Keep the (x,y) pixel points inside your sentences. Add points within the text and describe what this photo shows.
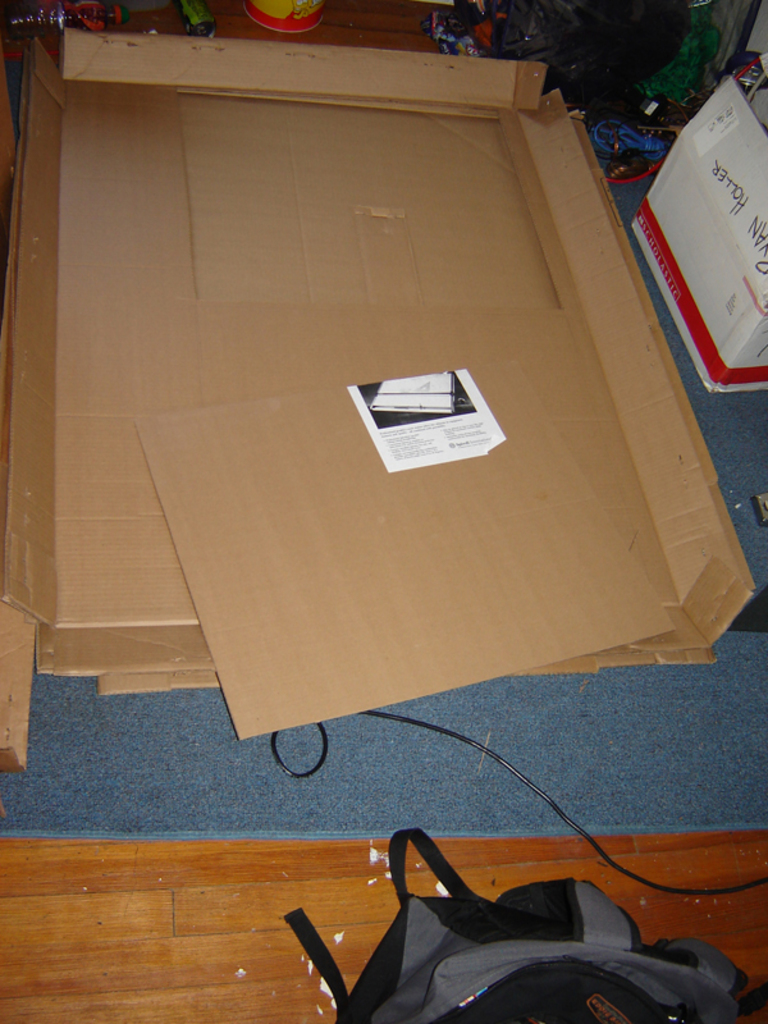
At the bottom of the image (479,906) there is a bag (694,1017) on the wooden floor (231,915). Above that there is a mat (731,746) with cardboard sheets (469,361). At the right corner of the image (720,238) there is a white box (707,222). At the top of the image (48,2) there are few items (562,56).
